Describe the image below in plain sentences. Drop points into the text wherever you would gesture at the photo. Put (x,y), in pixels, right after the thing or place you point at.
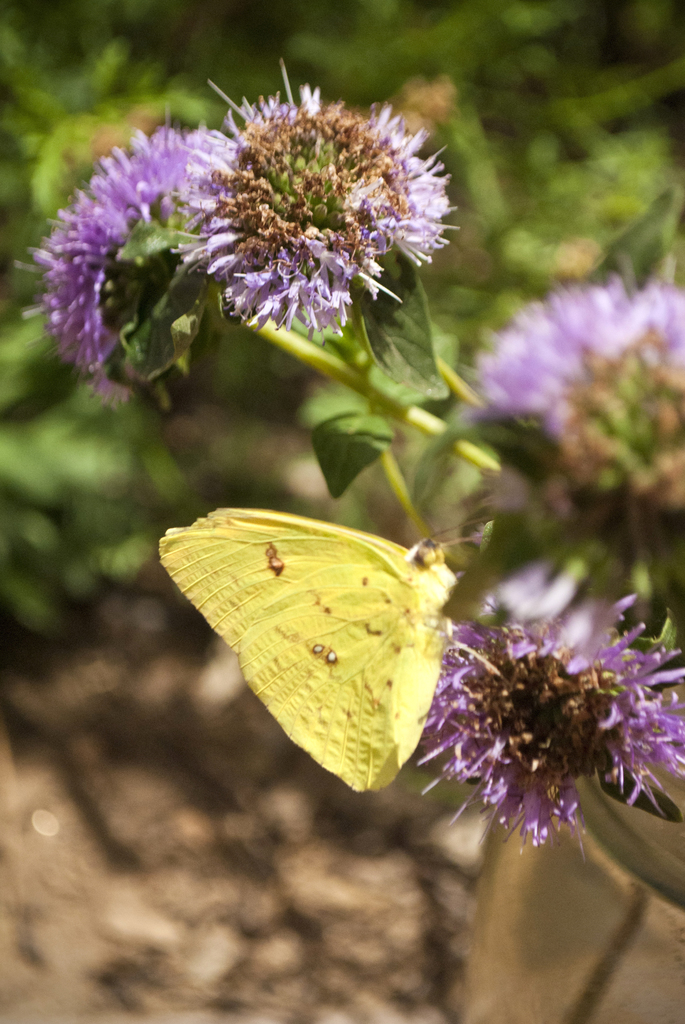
In this image, we can see a flower plant (648,719) and butterfly (383,658). In the background (3,770), we can see the blur view, plants (517,224) and ground (177,872).
